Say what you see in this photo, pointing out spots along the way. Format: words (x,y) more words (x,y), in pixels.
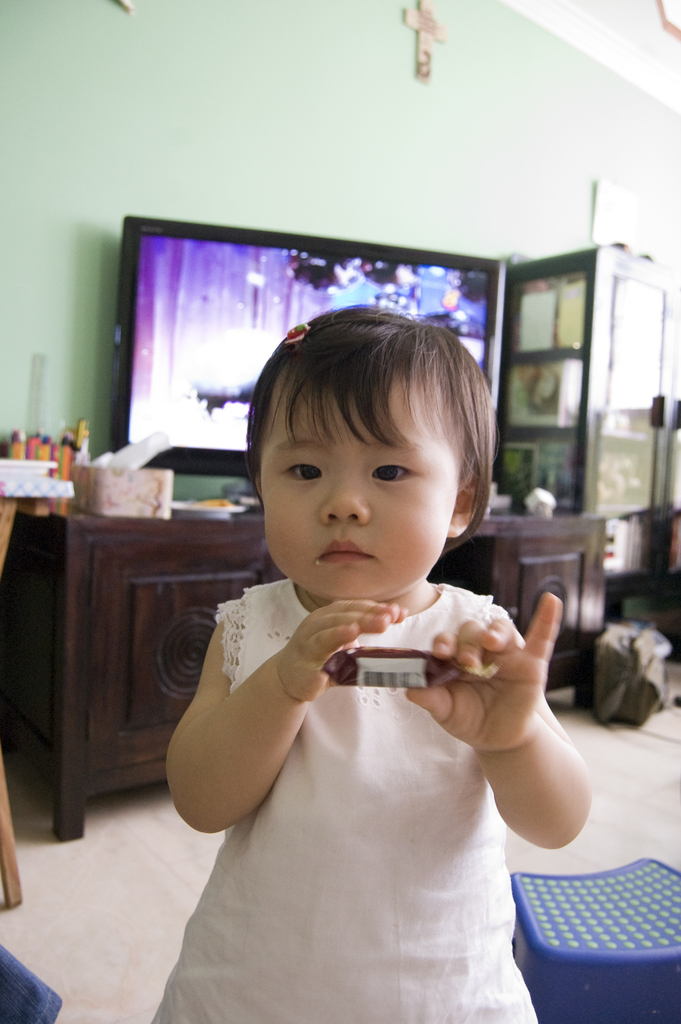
In this image I can see the person (284,748) with the dress (407,745). To the side I can see the stool (578,960). In the background (210,370) I can see the television (201,370) and few objects (243,504) on the table (225,542). To the right (546,440) I can see the cupboard (592,356) and an object (641,689) on the floor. I can see the wall (226,140) in the back (278,147).
